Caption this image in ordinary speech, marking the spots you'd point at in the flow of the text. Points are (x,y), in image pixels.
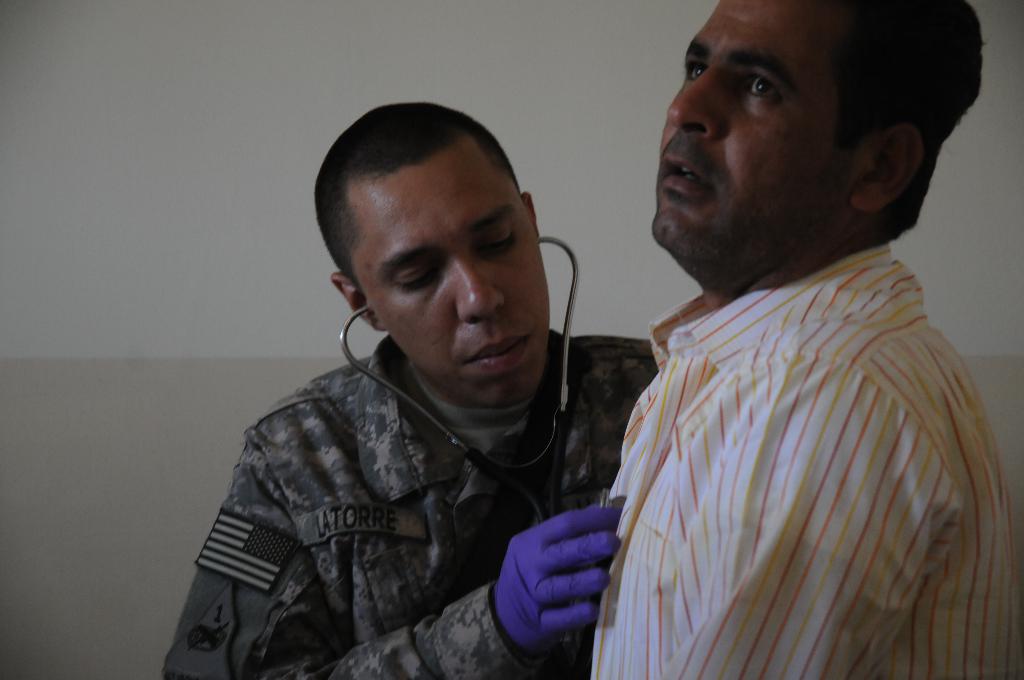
As we can see in the image there is a white color wall (192,417) and two people (370,423) over here. The person (483,300) standing in the middle (467,299) is holding a stethoscope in his hand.
